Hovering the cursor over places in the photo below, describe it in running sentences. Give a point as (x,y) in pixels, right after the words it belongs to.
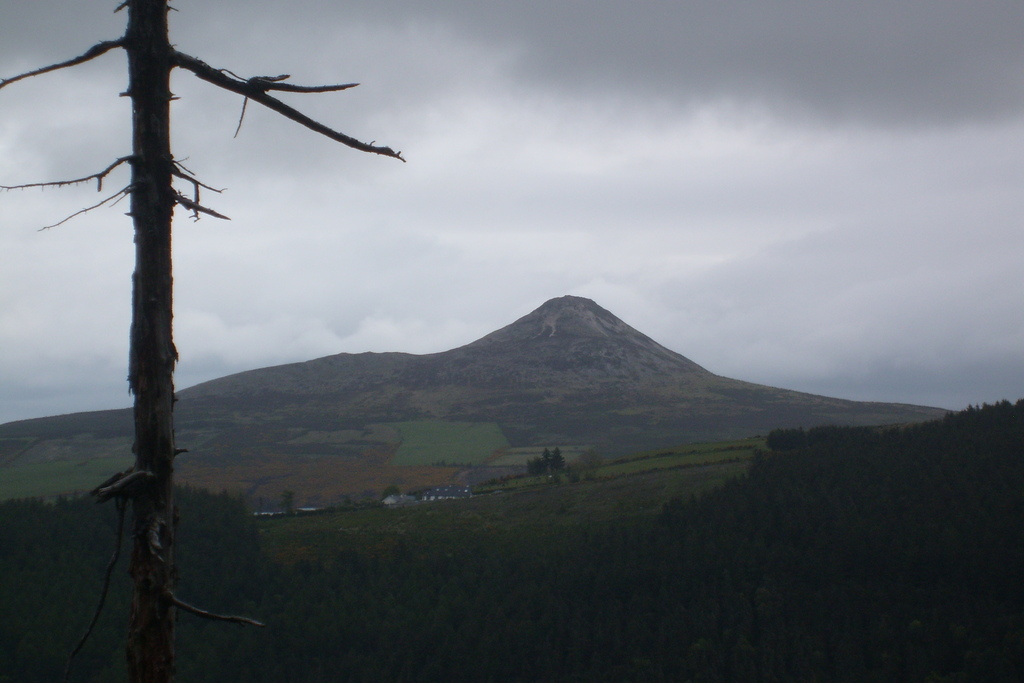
In this picture I can see a hill (462,353) and few trees (454,565) and a tree bark (125,44) on the side and a cloudy Sky (529,284).
